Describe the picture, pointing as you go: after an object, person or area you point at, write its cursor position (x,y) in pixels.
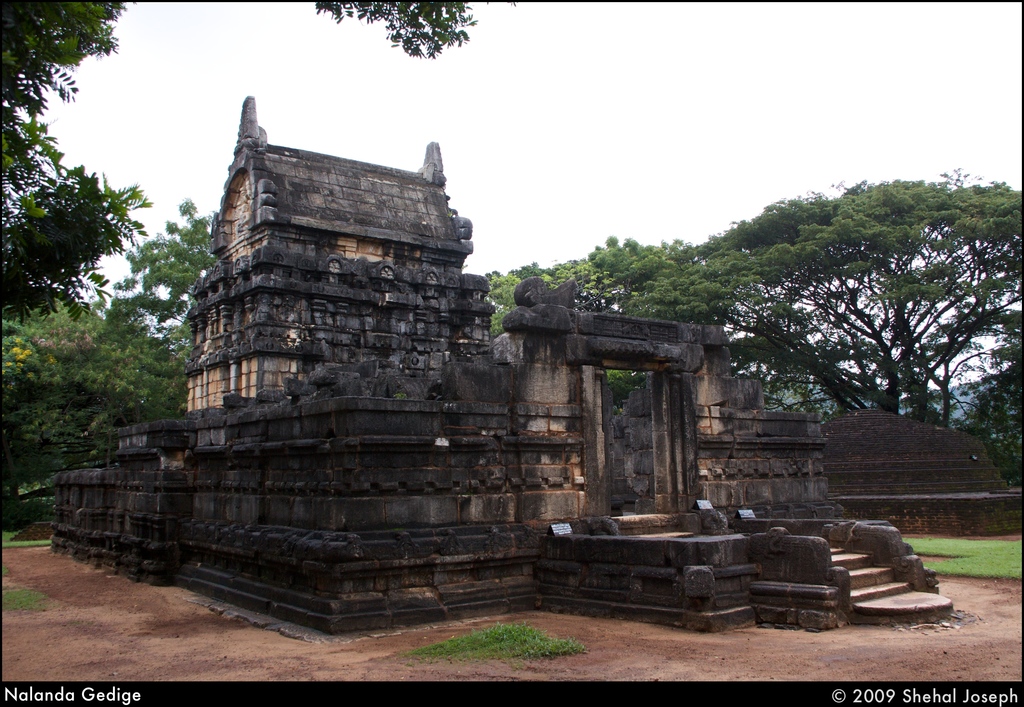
Here in this picture we can see an old monument (337,447) present on the ground (347,640) over there and we can see some part of ground (143,591) is covered with grass (561,637) here and there and we can also see trees (100,334) and plants (91,394) present all over there.
